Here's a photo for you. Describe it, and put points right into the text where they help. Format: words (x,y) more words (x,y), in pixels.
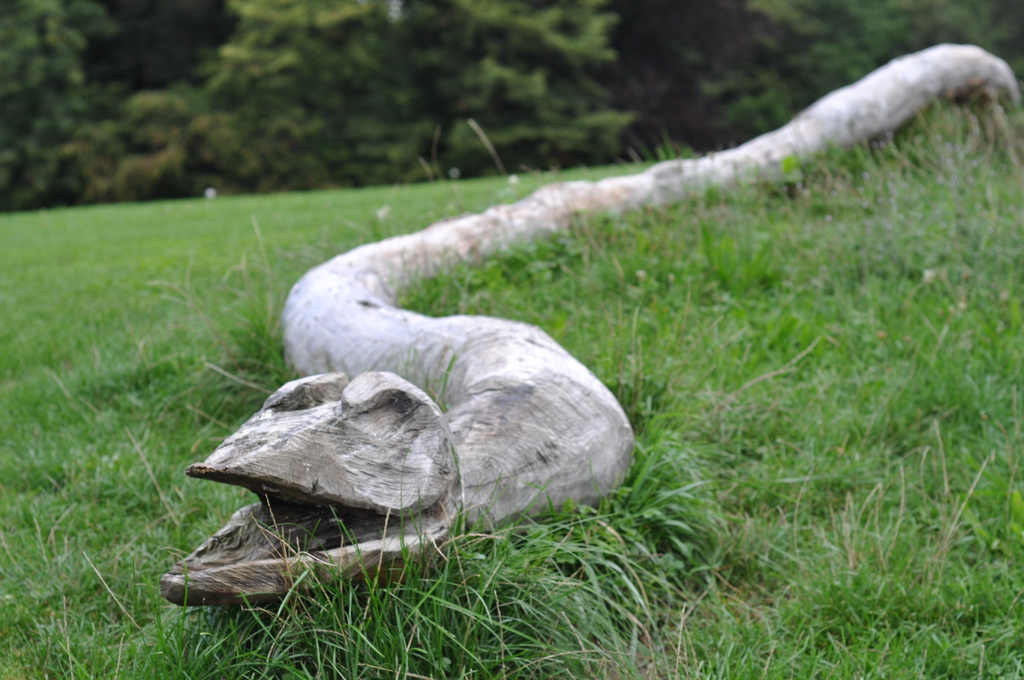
In this picture there are trees (668,53) and there it looks like a wooden object (505,446). At the bottom (369,593) there is grass (551,617).
